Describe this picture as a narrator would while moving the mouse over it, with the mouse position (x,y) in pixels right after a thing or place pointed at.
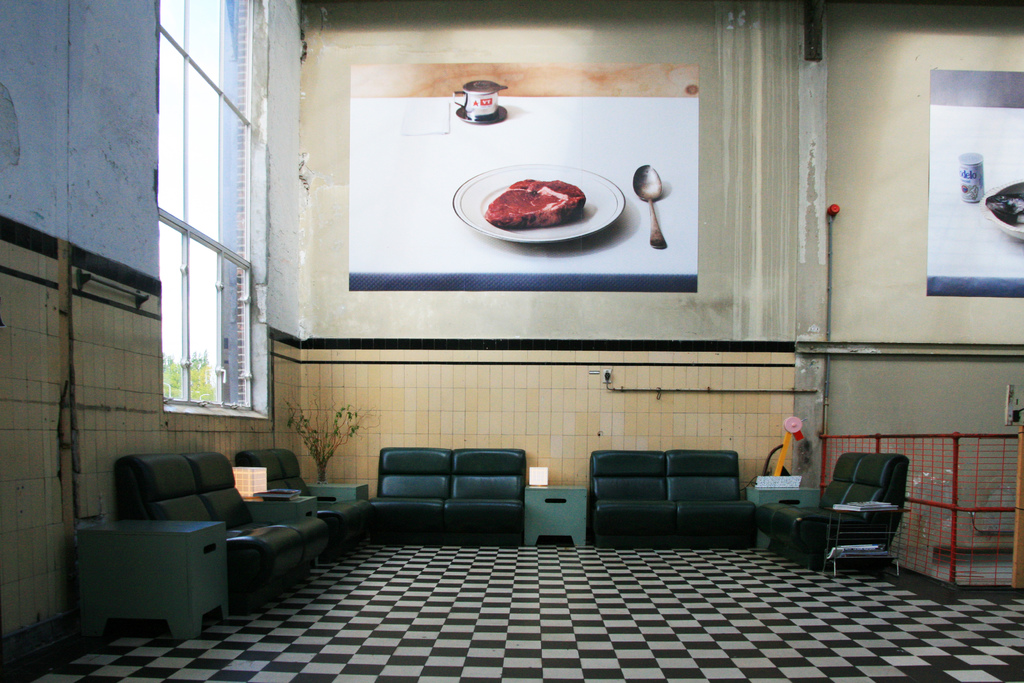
This picture is clicked in a room (524,644). Towards the wall (356,399) there are sofas (309,524), tables (320,493) and a plant (349,430). In the left (209,349) there is a window (199,166). To the wall (744,181) there are two frames (937,135), in the center (494,228) there are plate (466,204), spoon (646,196), meat (509,198) and a cup (489,108). Towards the right (995,102) there is another frame (995,82) with the plate (994,189) and a can (967,173). In the right bottom (948,504) there is a cage (938,536).
